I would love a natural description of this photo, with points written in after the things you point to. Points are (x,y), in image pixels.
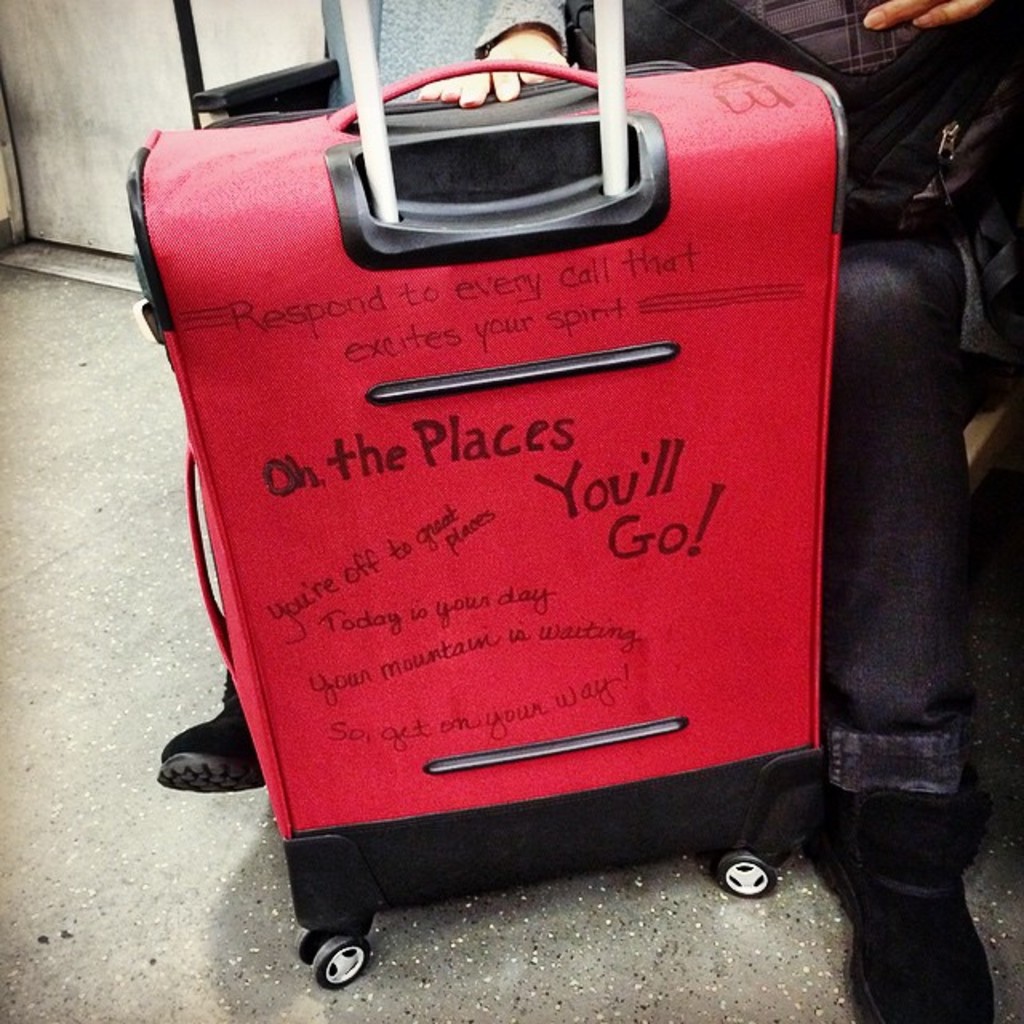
In this image I can see a wheel bag (453,566) and the person (526,41) holding it.
